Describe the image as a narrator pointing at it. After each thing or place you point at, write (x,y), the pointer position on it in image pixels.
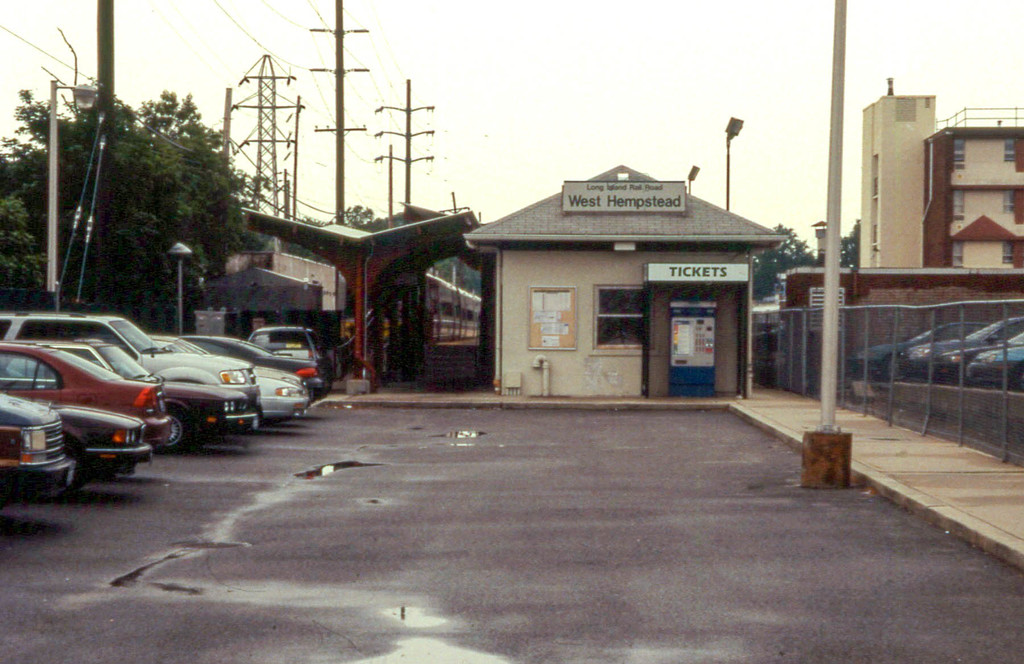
On the left side of the image (47,359) we can see some vehicles (40,365). Behind the vehicles (43,378) there are some buildings (344,293) and trees (197,279) and poles (833,237). On the right side of the image (787,360) there is a fencing (870,321). Behind the fencing (863,324) there are some vehicles (970,365) and buildings (890,228) and poles (826,354). At the top of the image (234,59) there is sky (304,44).
